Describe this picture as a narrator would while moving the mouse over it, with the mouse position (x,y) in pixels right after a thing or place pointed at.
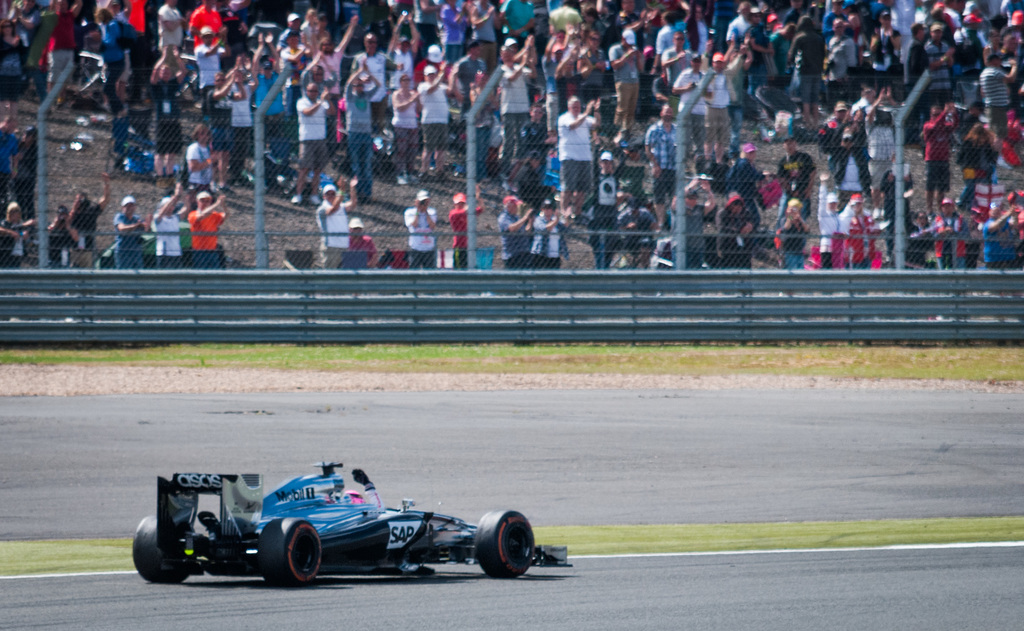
In this picture we can see a vehicle (408,532) on the road (789,579), grass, fence (559,253), poles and in the background (570,123) we can see a group of people (558,113) standing on the ground (377,136).
